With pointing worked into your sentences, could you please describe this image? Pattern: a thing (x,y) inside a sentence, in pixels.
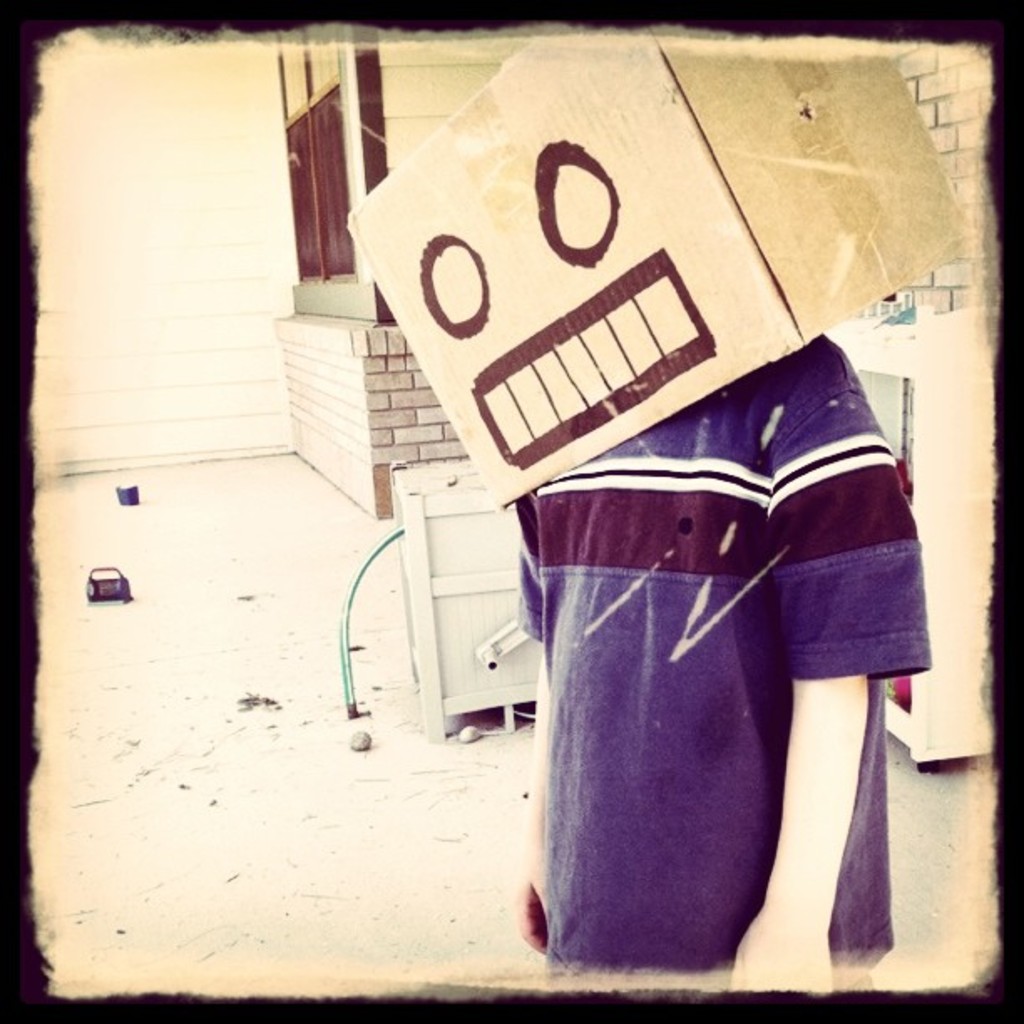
In this picture, there is a person (713,607) towards the right (782,594). He is wearing a purple t shirt (676,591) and he covered his face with the carton box (603,329). On the carton box (561,339), there are some structures (579,320). In the background (387,445), there is a wall (261,316) with a window (320,226).
